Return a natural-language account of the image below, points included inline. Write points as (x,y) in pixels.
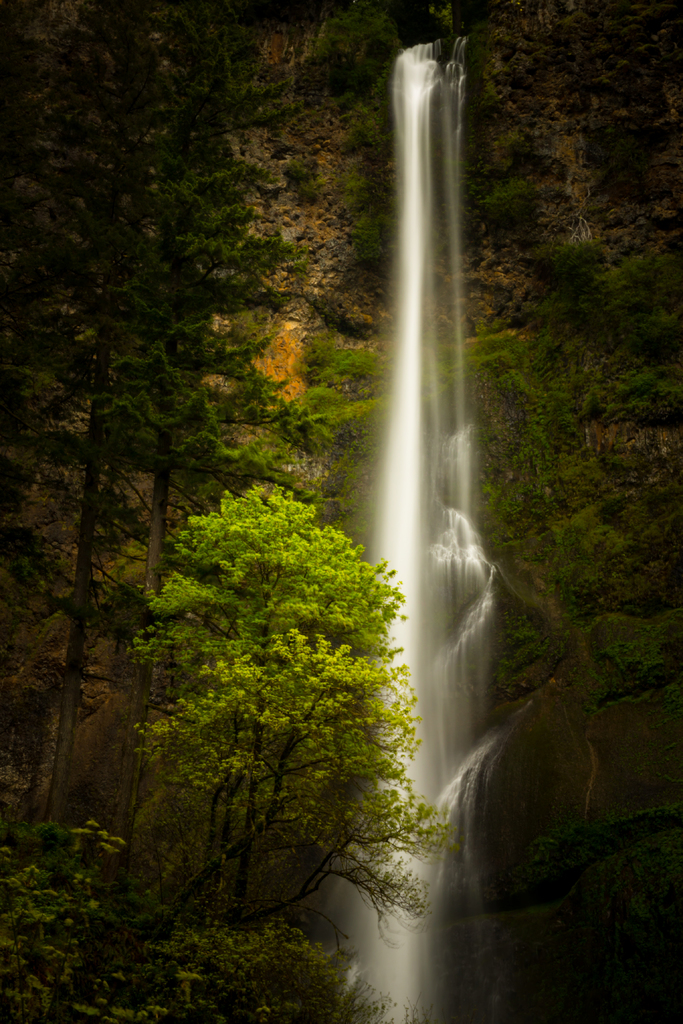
In this image there is a waterfall (443,472), beside the waterfall (408,466) there are trees (178,282) and rocks (280,373).
